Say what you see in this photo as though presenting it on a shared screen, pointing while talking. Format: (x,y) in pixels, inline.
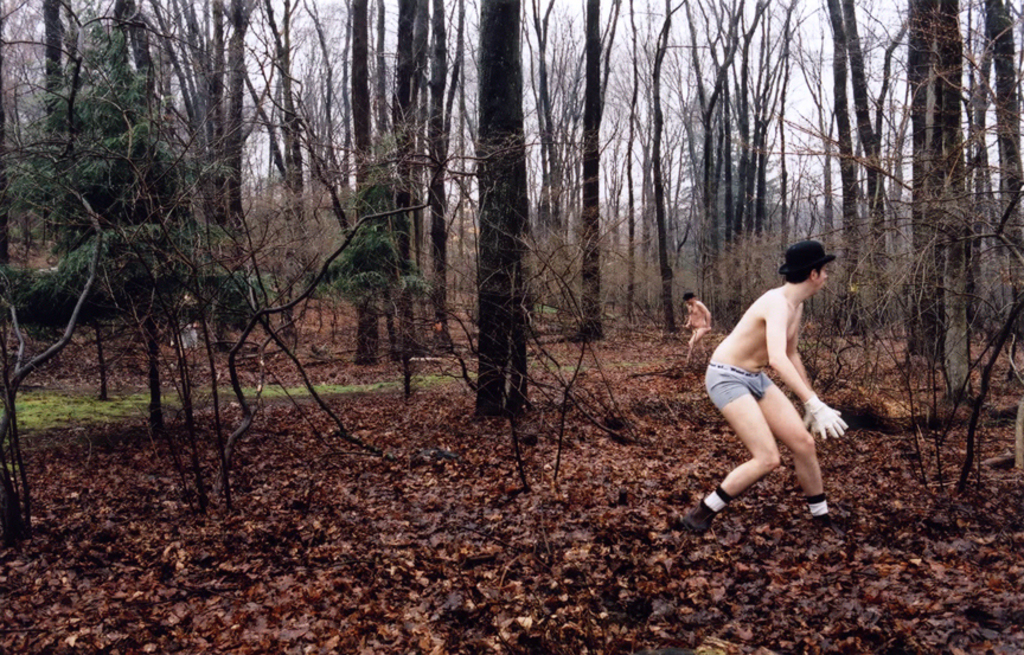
In this image I can see two persons (750,403) are standing on the ground (706,395). In the background (472,339) I can see trees (521,347) and the sky (712,76).
